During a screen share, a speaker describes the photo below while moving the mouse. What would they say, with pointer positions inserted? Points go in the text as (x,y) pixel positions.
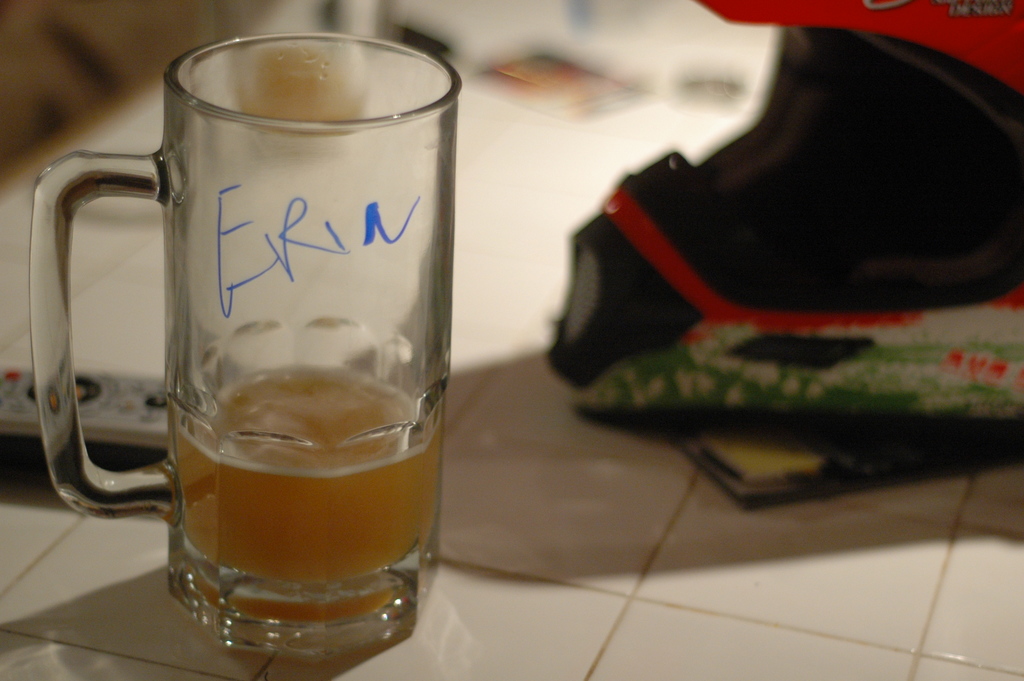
In this picture we can see glass (253,429) with drink (276,426) in it aside to this helmet (861,16) and this two are placed on tiles floor (527,522).
